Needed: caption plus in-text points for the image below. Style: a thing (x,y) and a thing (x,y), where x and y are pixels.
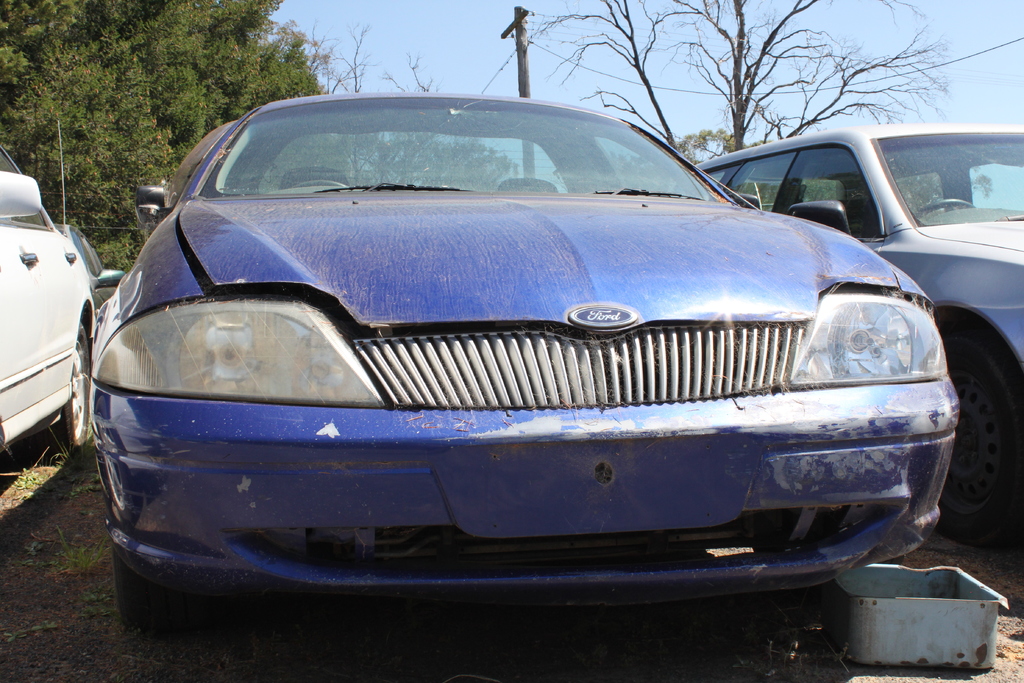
As we can see in the image there are different colors of cars (423,292), current pole (528,14), trees (118,20) and sky (438,53).
